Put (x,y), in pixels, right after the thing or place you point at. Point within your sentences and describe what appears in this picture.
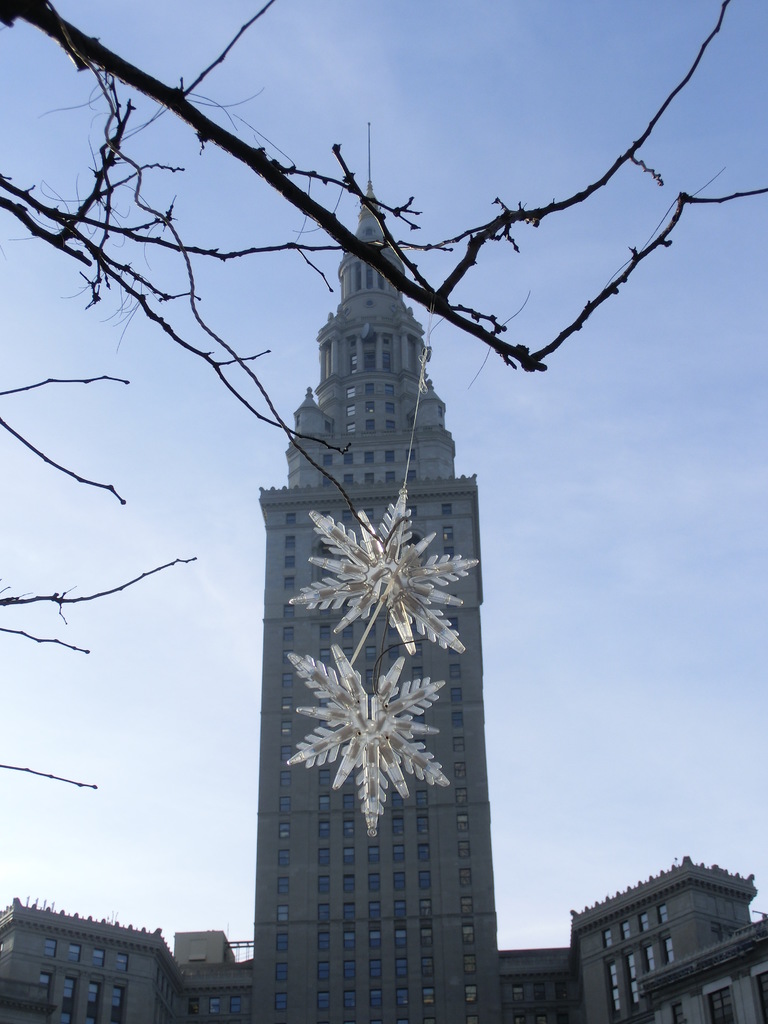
In this picture I can see a building (453,556), there is a decorative item (387,584) hanging to the branch (395,270) of a tree (204,117), and in the background (259,503) there is sky (8,45).
